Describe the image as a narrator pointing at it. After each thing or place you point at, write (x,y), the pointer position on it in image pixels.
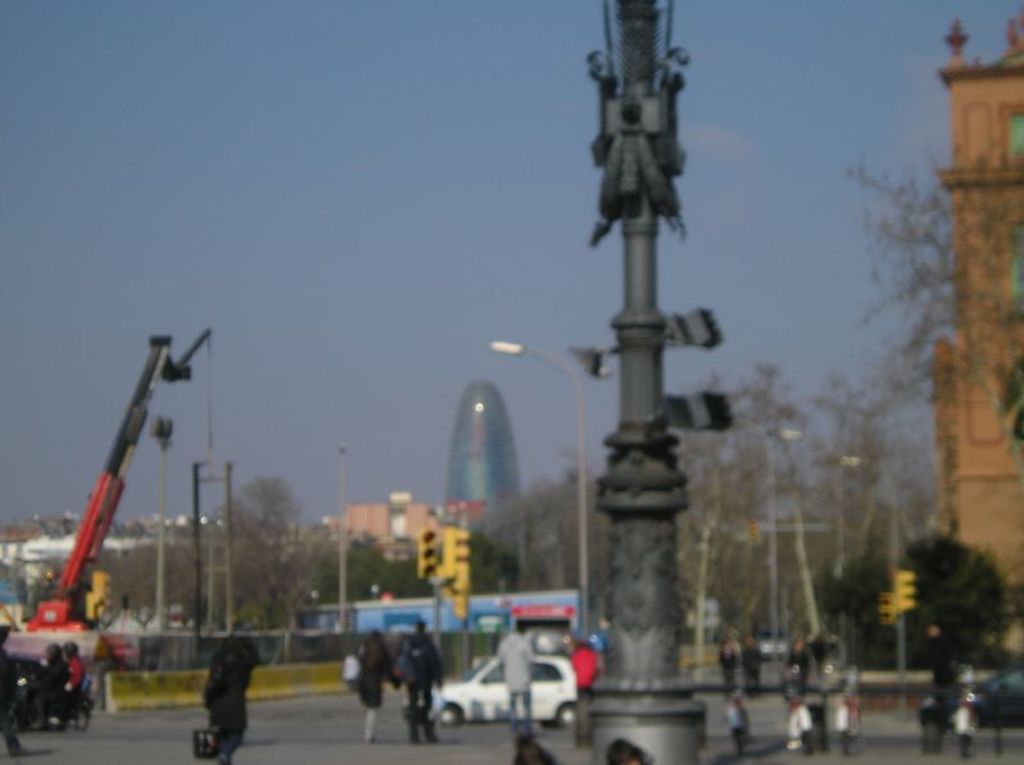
In the image there are few people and vehicles (502,707) going on the road (86,752), in the front (612,710) there is a pole (640,568) in the middle (643,387), on the left side (116,480) there is a crane (67,565) and in the background (357,503) there are trees (297,565) and buildings (1005,528) and above its sky (342,118).
